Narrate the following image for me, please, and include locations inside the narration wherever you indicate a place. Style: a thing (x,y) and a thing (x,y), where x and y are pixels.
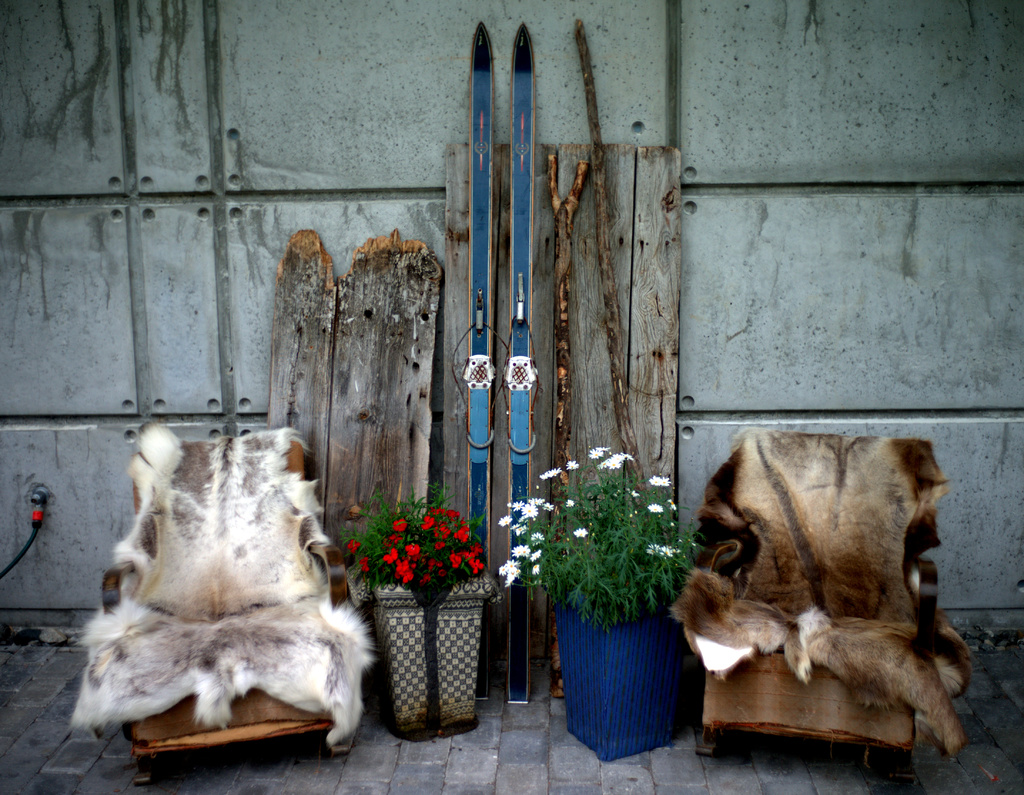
We can see chairs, house plants (604,561), flowers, skis (513,395), wooden sticks (609,335) and wooden planks (346,332). We can see wall (774,278).
